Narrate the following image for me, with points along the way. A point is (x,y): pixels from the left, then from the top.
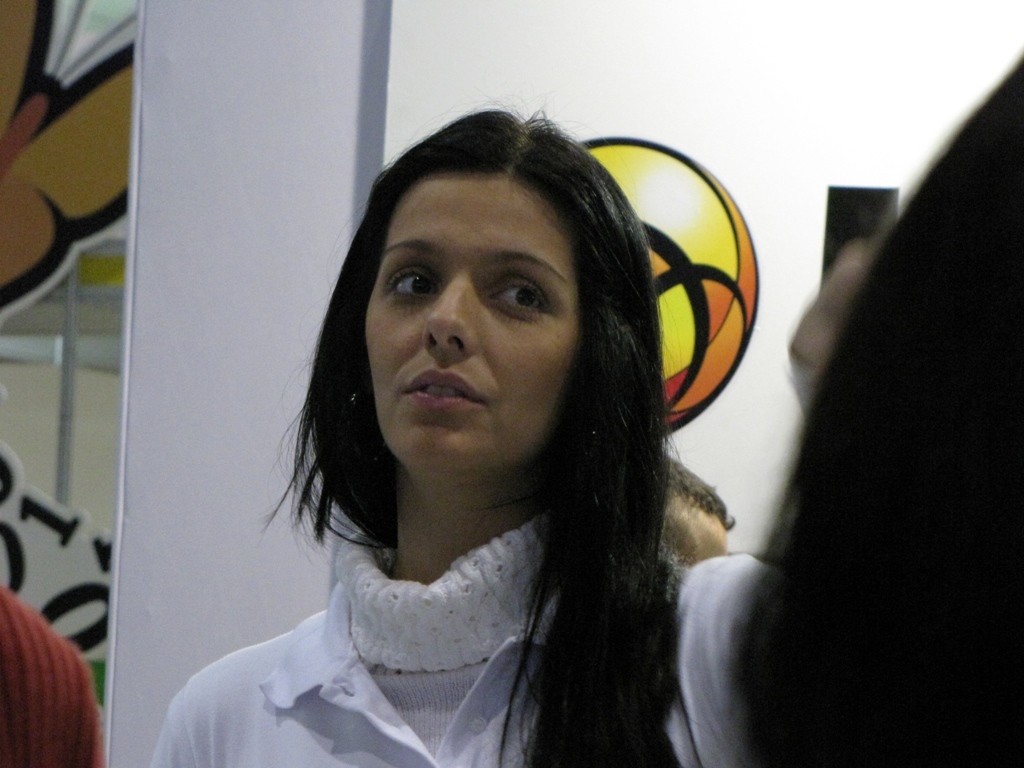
In the center of the image (399,353) we can see a woman (560,286) wearing a white shirt (307,708). In the background (324,103) there is a wall (763,59) with a sticker (726,191) on it.
